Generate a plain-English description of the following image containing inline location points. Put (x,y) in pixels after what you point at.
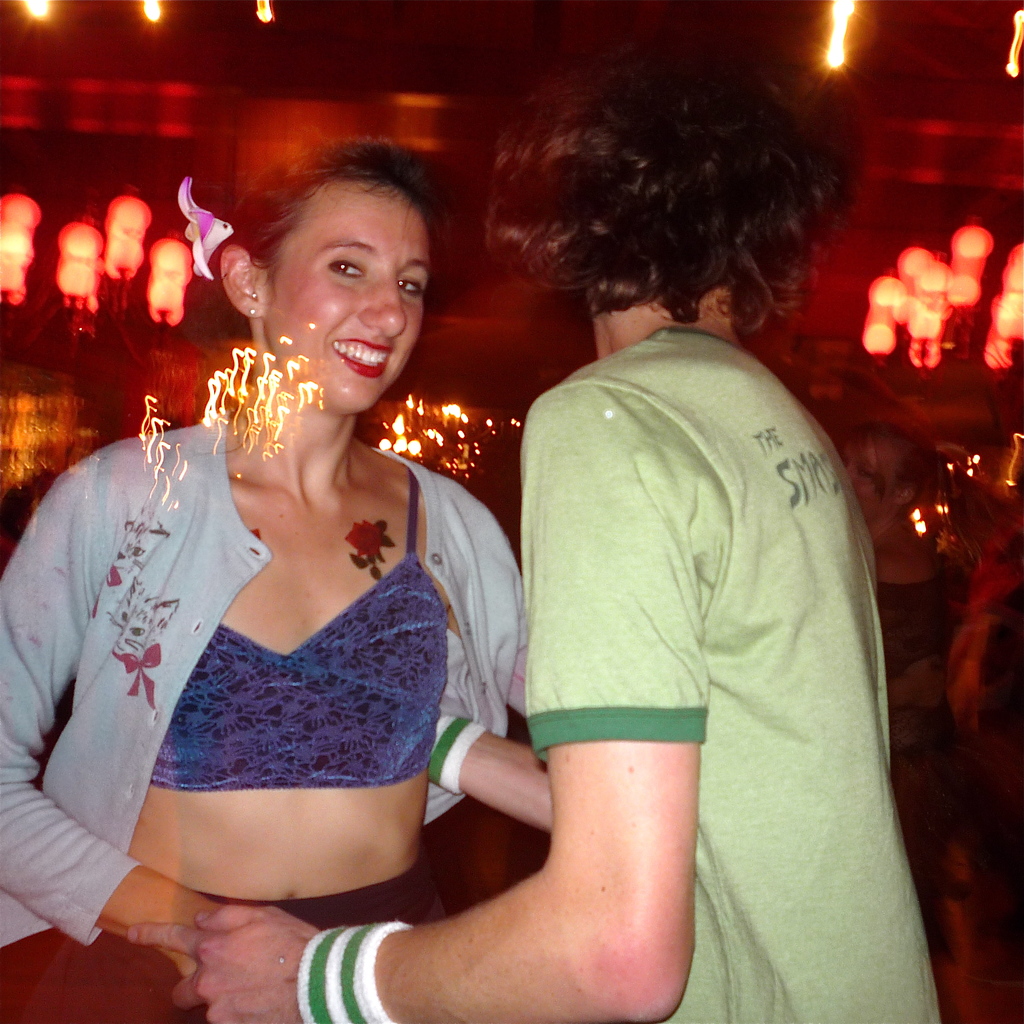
In this image there is a couple (553,623) dancing. In the background (148,222) there are few lights (961,232).
